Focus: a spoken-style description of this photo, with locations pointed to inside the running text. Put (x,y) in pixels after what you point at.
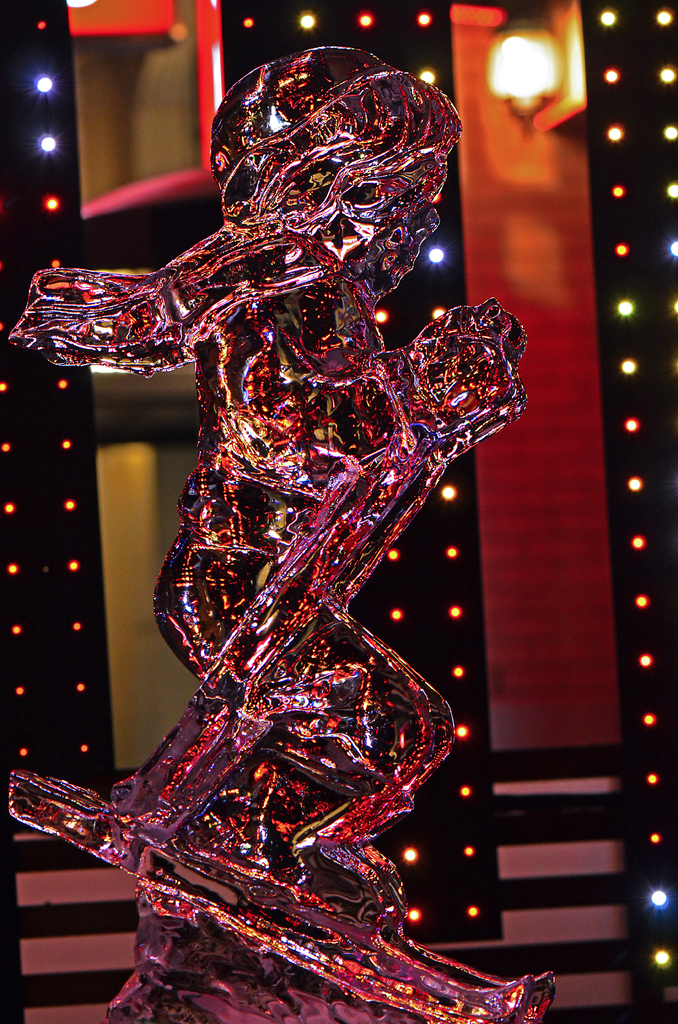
In this picture we can see a statue (224,388) and in the background (40,476) we can see the lights (249,28).
